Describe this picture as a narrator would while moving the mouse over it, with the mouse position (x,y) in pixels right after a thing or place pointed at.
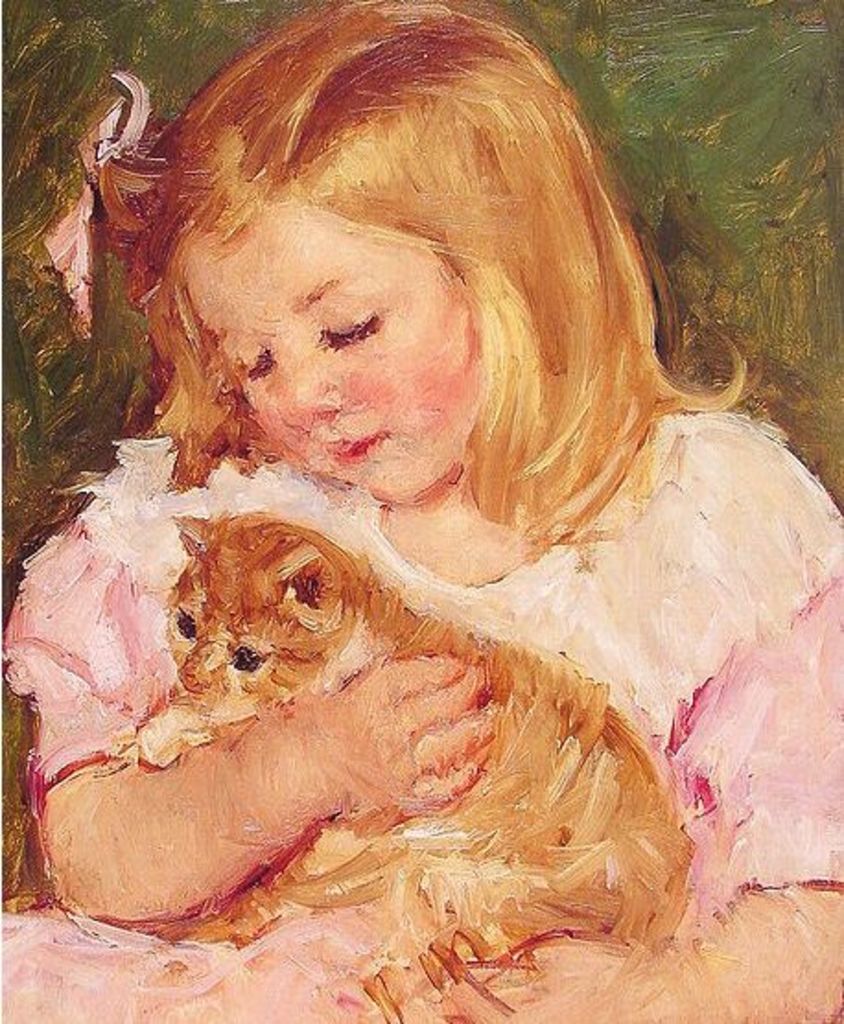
This is a painting and here we can see a kid (323,78) holding a cat (549,810).
